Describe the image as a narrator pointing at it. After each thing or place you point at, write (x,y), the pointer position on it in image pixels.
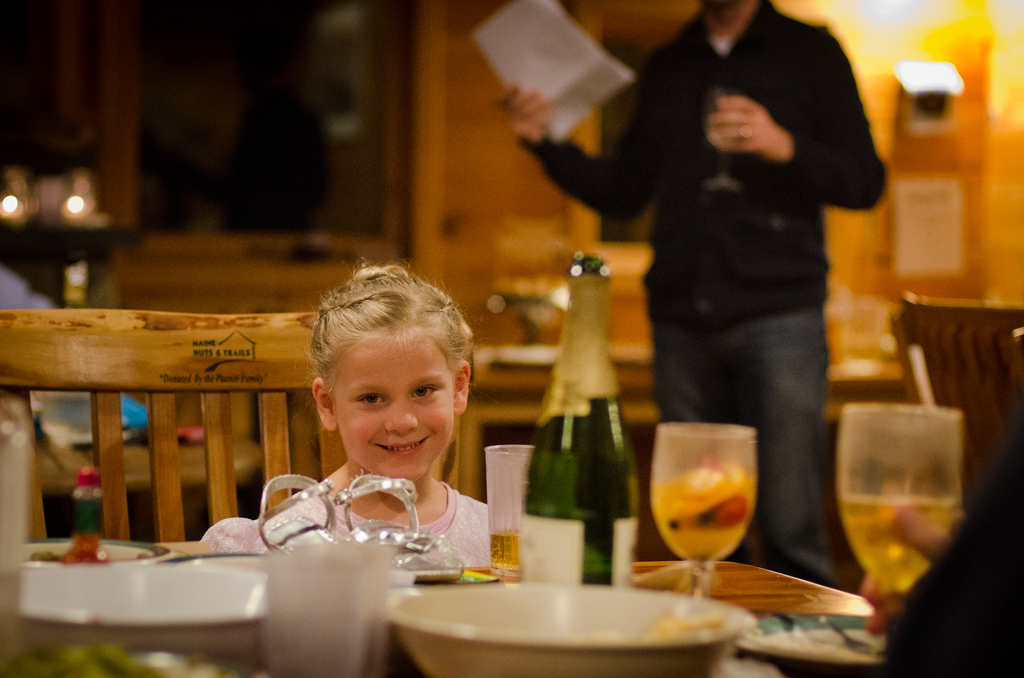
In this picture there is a girl (418,475) who is sitting at the center of the image (346,342) on the chair (297,383), there is a table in front of her, there are glasses (689,556), bottles (548,508) and bowls (726,637) on the table (746,570), there is a man (636,103) who is standing at the right side of the image (822,212) by holding the glass (724,94), the girl (348,288) is smiling in the image.
